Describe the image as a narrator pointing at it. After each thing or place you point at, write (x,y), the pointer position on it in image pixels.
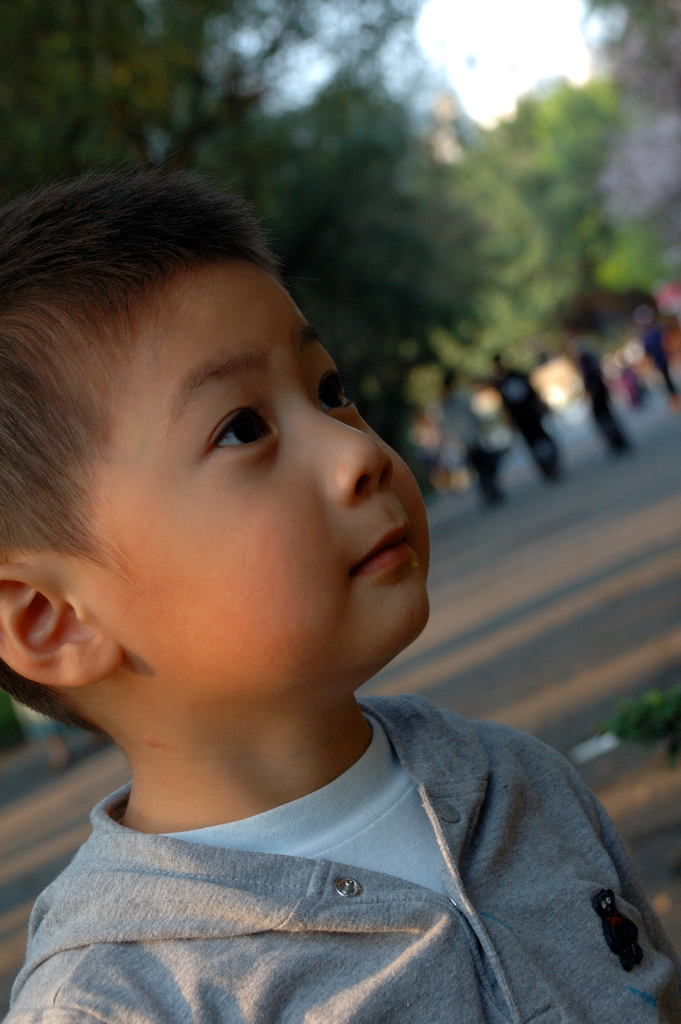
At the bottom of this image (420,878), there is a boy (362,808) in a gray color t-shirt (500,814), watching something. In the background (633,383), there are persons (588,372) on the road (614,592), there are trees (675,257) and the sky (297,49).
